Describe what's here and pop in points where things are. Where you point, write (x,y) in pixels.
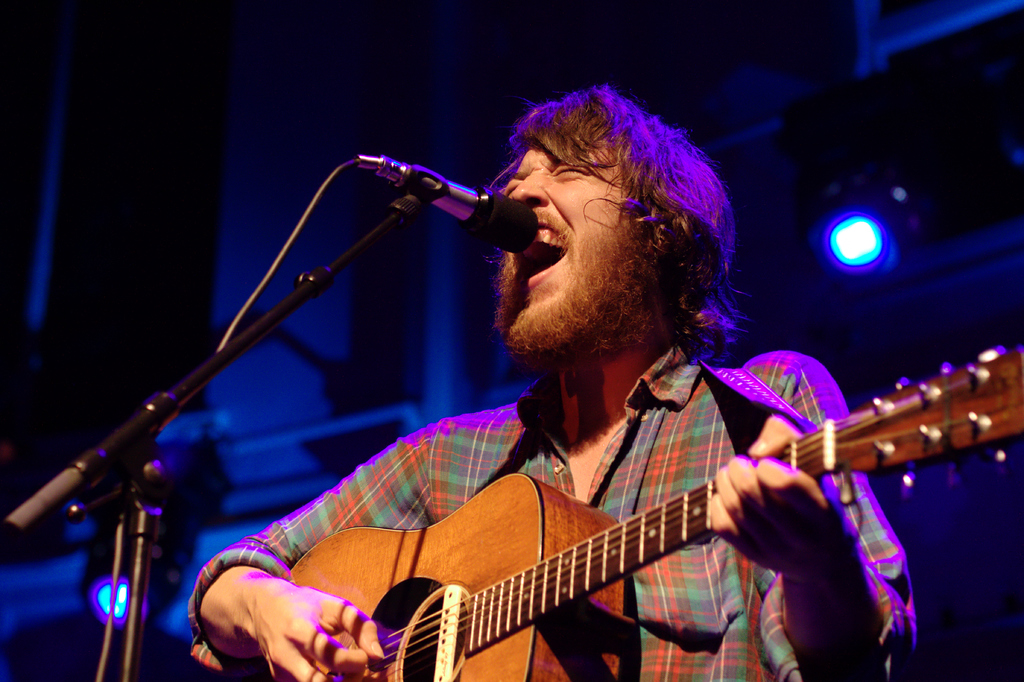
In this image I can see a person (547,447) standing in-front of the mic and holding the guitar (662,537).
